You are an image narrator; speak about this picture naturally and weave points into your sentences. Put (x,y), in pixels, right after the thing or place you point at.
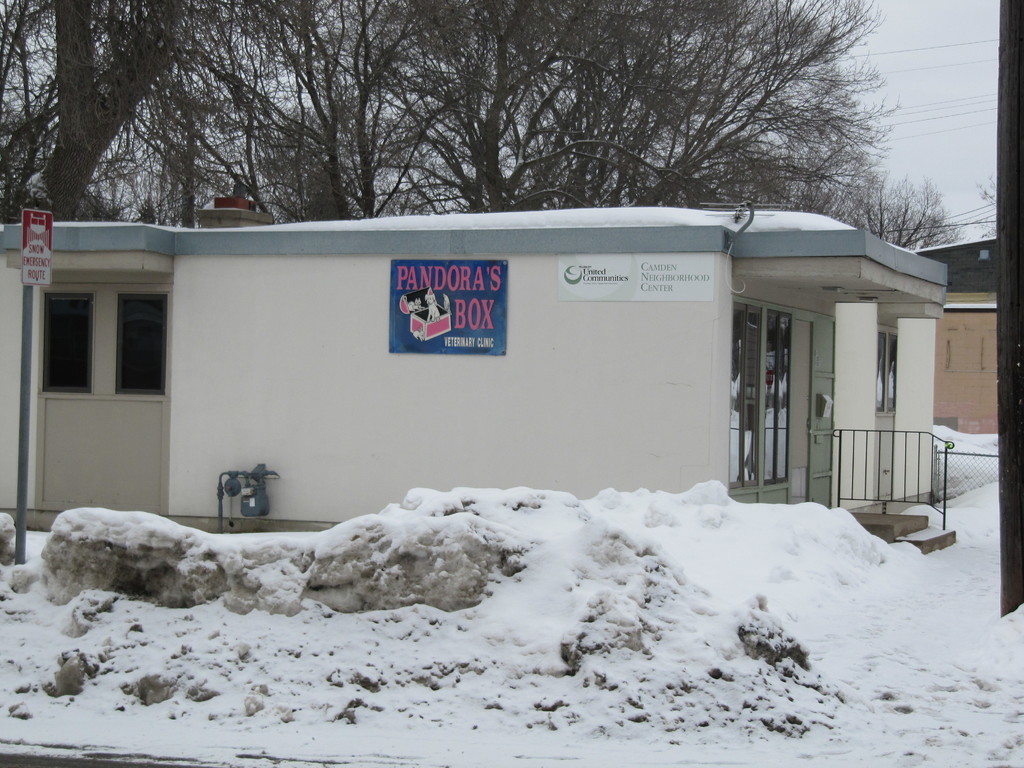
In this picture I can see buildings (688,383) and trees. On the right side (1006,85) I can see a pole (998,223) and sky (985,110). On the left side (27,349) a pole (31,315) which has a board (44,282), some object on the ground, a board (480,312) on the wall (447,388) and snow (355,643).
